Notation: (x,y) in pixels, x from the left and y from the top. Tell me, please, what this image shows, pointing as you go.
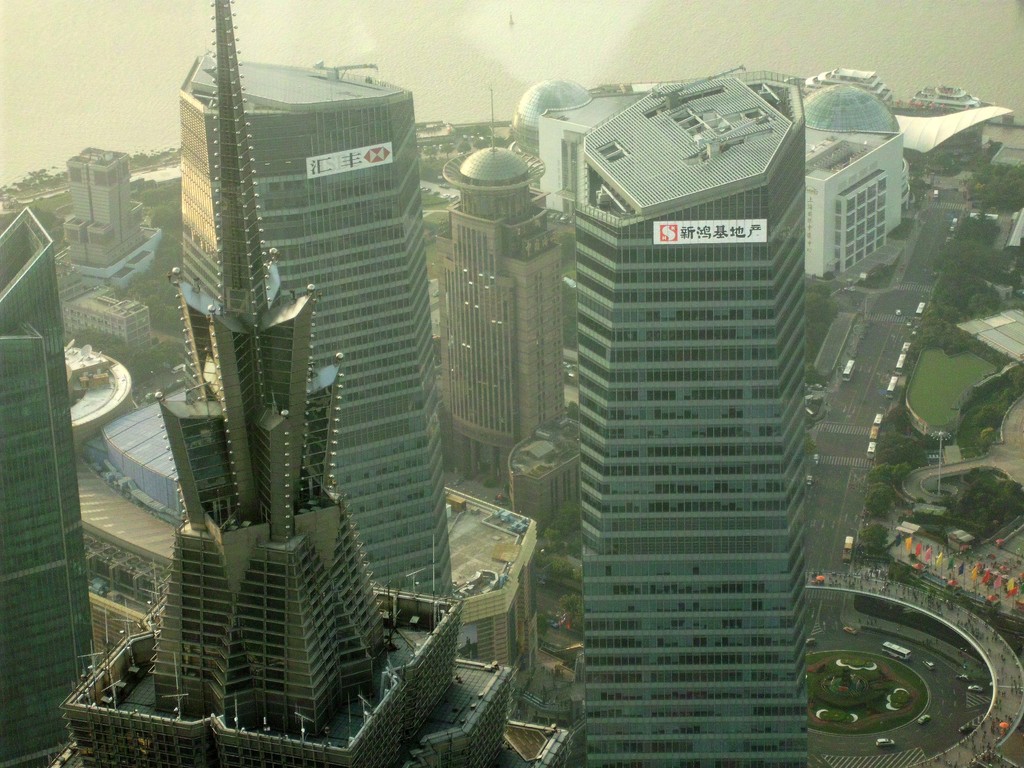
In this image, we can see some buildings (333,113). We can see the ground (924,562). We can see some grass (967,384), trees (973,485). We can also see some vehicles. We can see some flags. We can see the water (442,14).
